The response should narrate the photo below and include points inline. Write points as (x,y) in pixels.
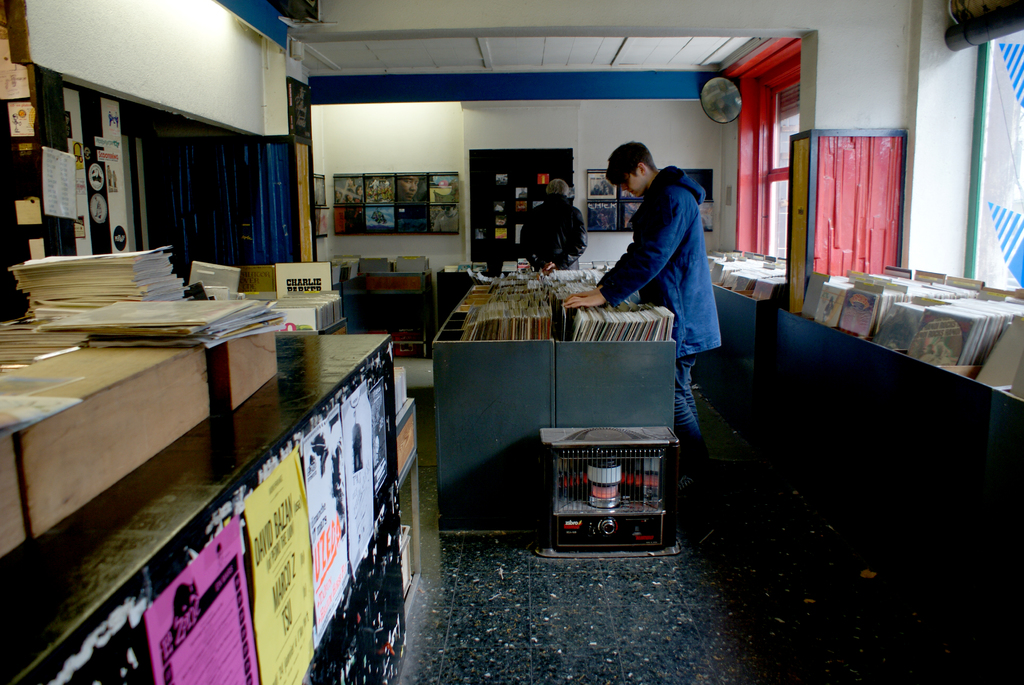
In this picture, we can see there are two people (685,271) standing on the floor (728,416) and in front of the people (672,238) there are tables (647,373) and on the tables (574,348) there are papers (14,355) and items (229,343). Behind the people (615,291) there is a wall (465,126) with photo frames (417,205), windows (776,164) and other items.
